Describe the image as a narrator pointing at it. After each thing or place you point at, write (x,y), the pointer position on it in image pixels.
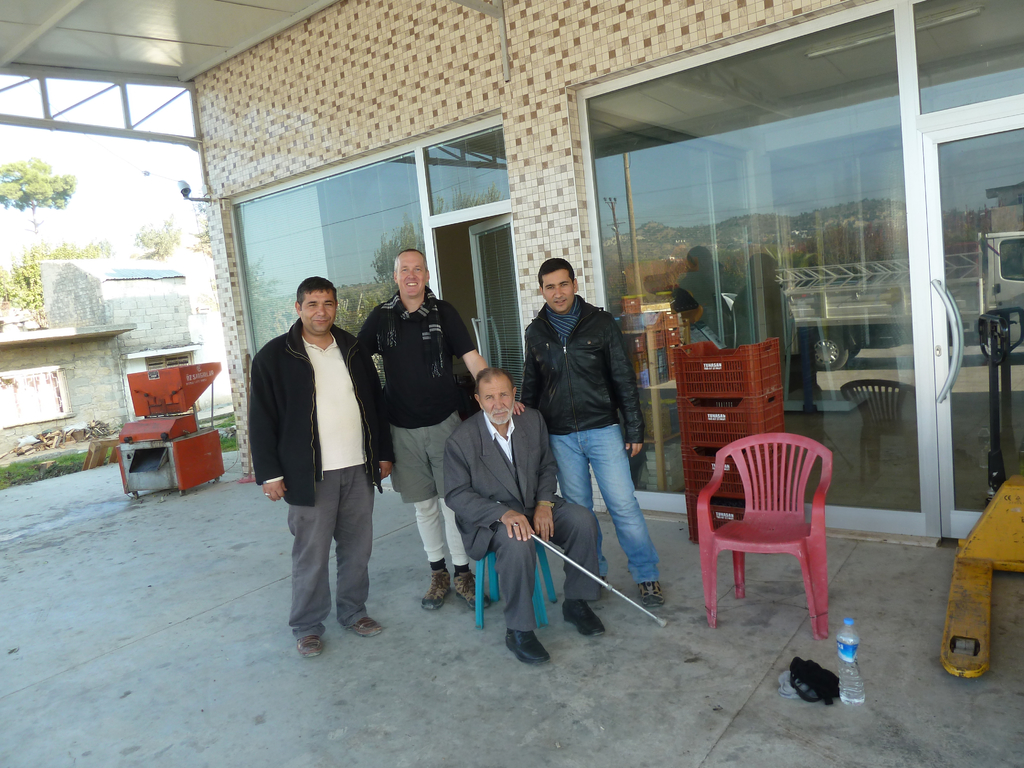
In this image I can see four people (515,424). At the back of them there is a building (609,72) and a machine (174,395). There are some trees (44,205) and the sky (109,189).
